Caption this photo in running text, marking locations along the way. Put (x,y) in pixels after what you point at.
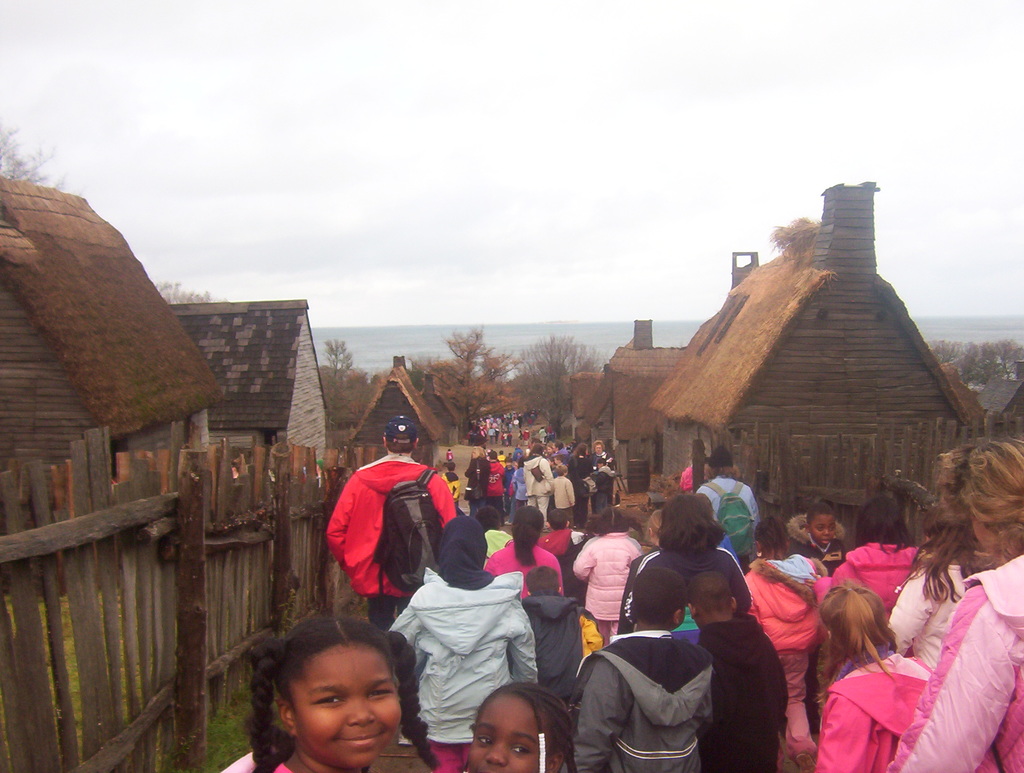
In the picture we can see many people (668,723) are walking on the path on the either sides of the path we can see wooden railings (105,742) and houses (413,387) and huts (823,323) behind them and in the background (529,412) we can see trees (474,401), sea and sky (416,247) with clouds (475,278).
